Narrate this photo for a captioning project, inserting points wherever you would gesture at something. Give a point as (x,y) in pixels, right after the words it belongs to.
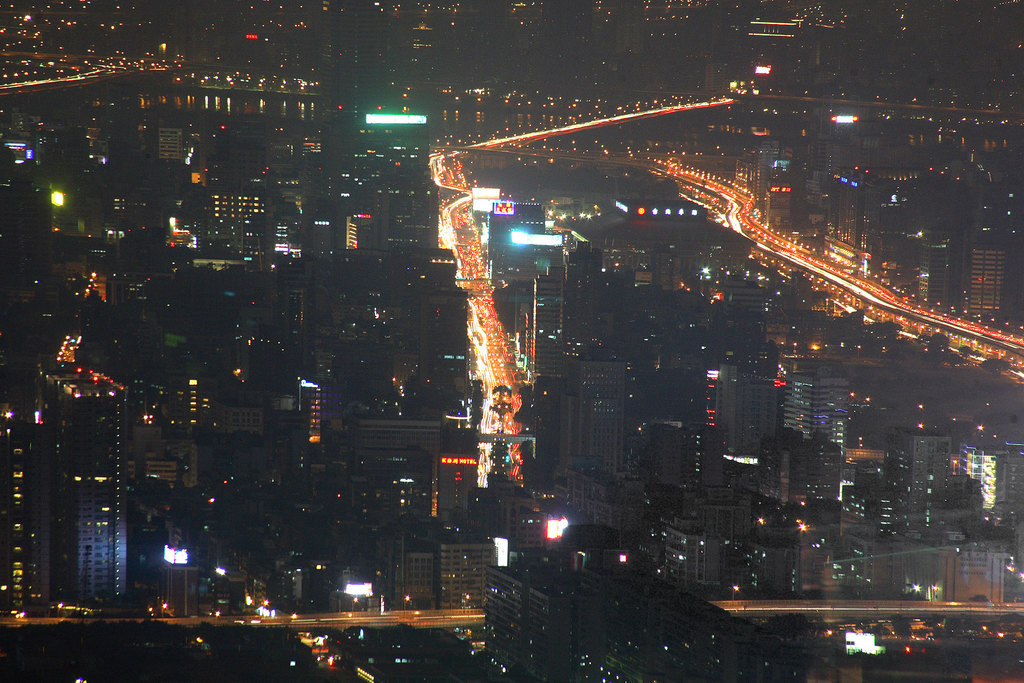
This is an aerial view, we can see some buildings (679,366) and there are some lights (644,212) in the buildings (640,248) and we can see the roads (471,146).
